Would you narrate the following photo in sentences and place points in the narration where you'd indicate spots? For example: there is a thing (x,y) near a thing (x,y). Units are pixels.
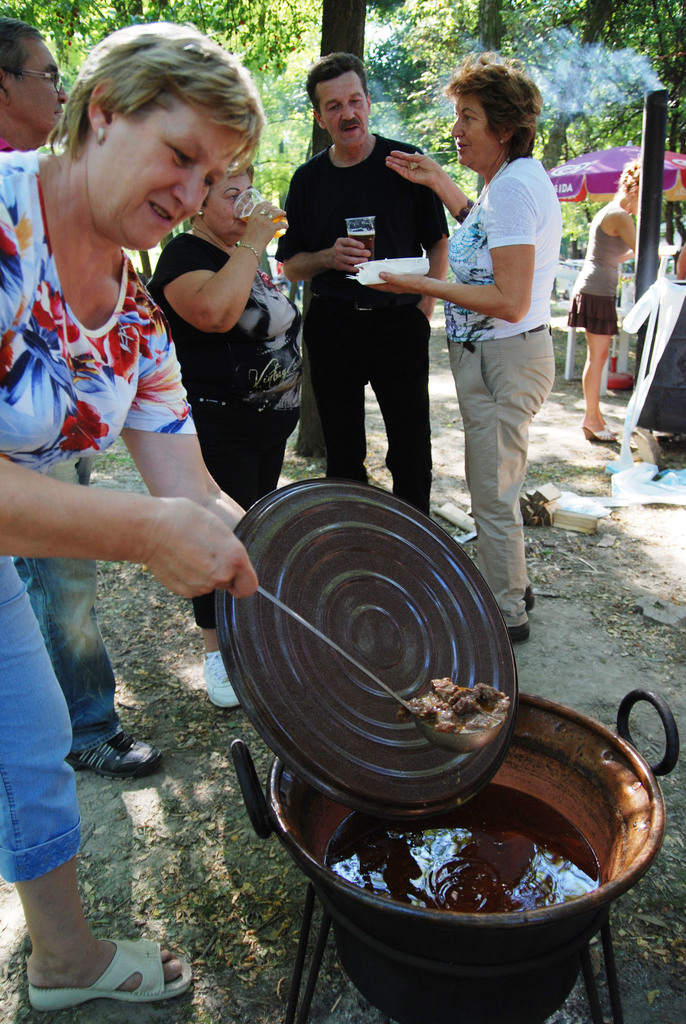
This image is taken outdoors. In the background (606,97) there are a few trees (523,29). On the right side of the image (596,190) there is an umbrella (616,159). A woman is standing on the ground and there is a pole (651,169). On the left side of the image (140,236) a woman (153,313) is holding a lid (356,638) and a ladle (332,645) with food (441,729) in her hands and there is a vessel (534,943) with a food item (539,853) in it. In the middle of the image (277,427) a man (351,395) and two women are standing on the ground (440,403) and they are holding glasses (367,220) and a bowl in their hands (343,239).
